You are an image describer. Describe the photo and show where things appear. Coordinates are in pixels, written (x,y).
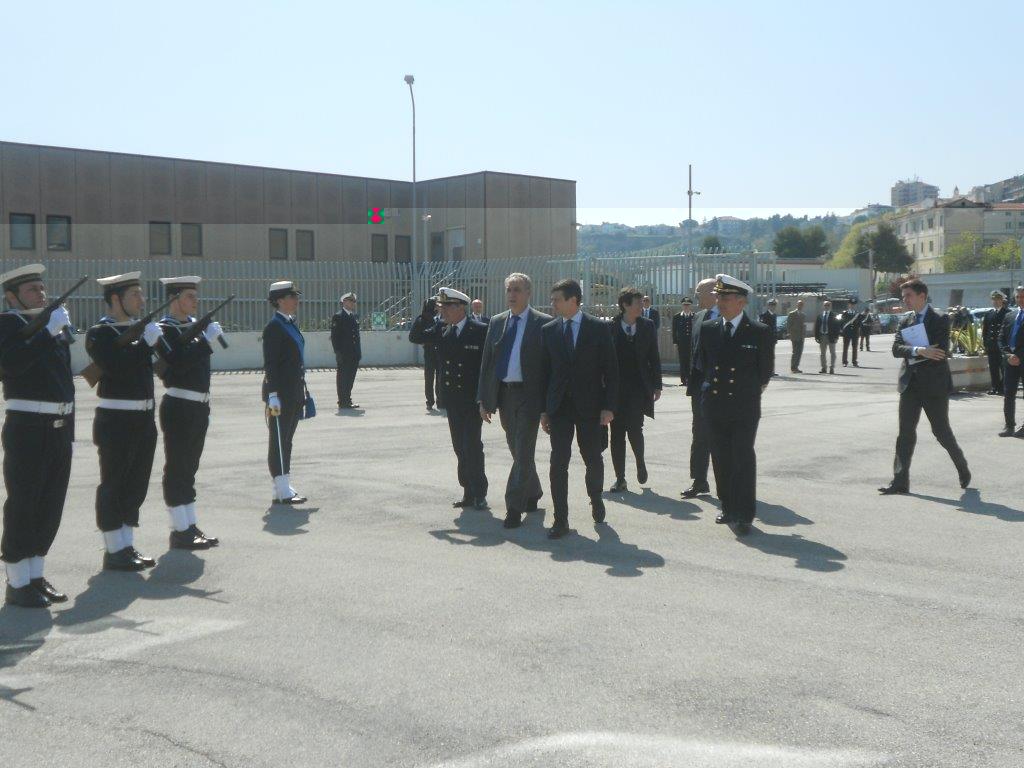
In this picture there are few persons (718,429) standing and there are buildings (819,262) and trees (822,219) in the background (753,231).
